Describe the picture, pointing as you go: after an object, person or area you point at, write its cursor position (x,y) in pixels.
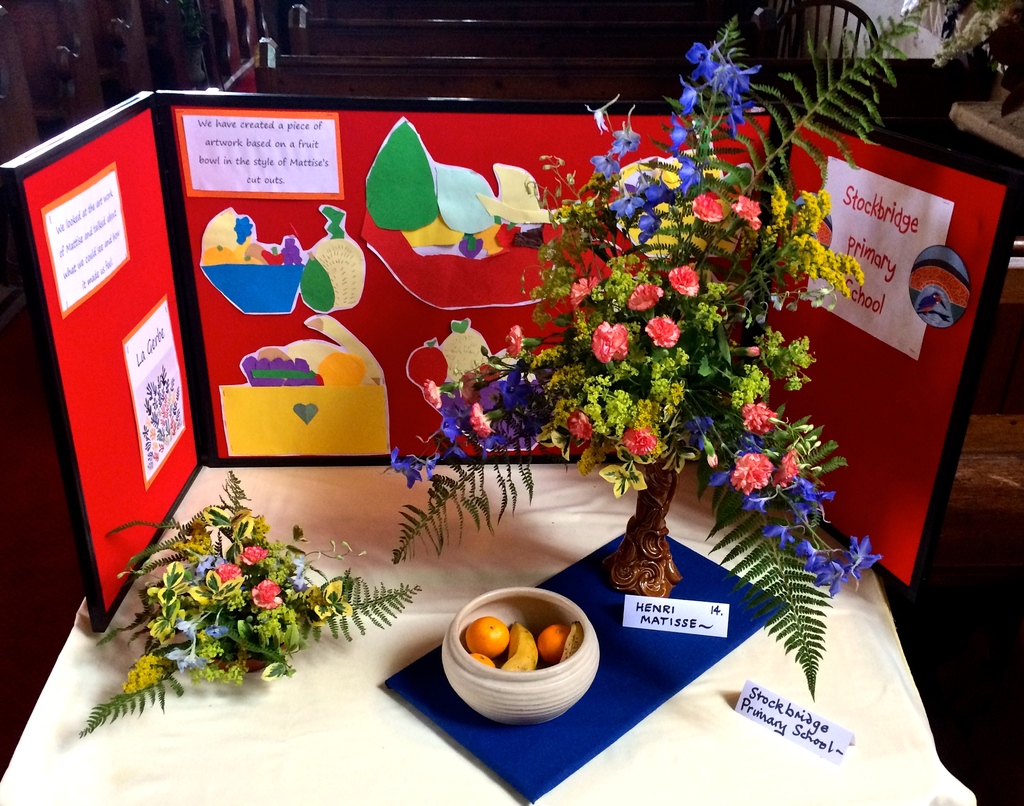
In the center of the image (520,528) there is a table (770,754). There are many objects (817,491) on the table (342,680).
